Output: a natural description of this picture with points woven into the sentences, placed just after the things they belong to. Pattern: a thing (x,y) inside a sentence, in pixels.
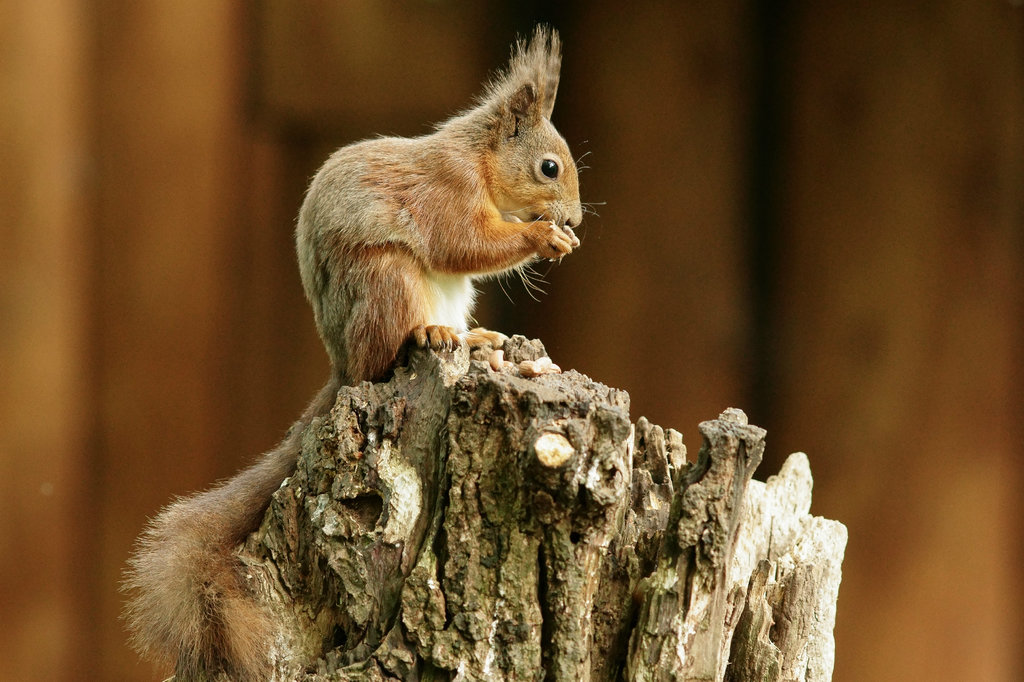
In the center of the image (428,264) we can see a squirrel (480,256) is present on wooden trunk (449,507). In the background (611,304) the image is blur.
